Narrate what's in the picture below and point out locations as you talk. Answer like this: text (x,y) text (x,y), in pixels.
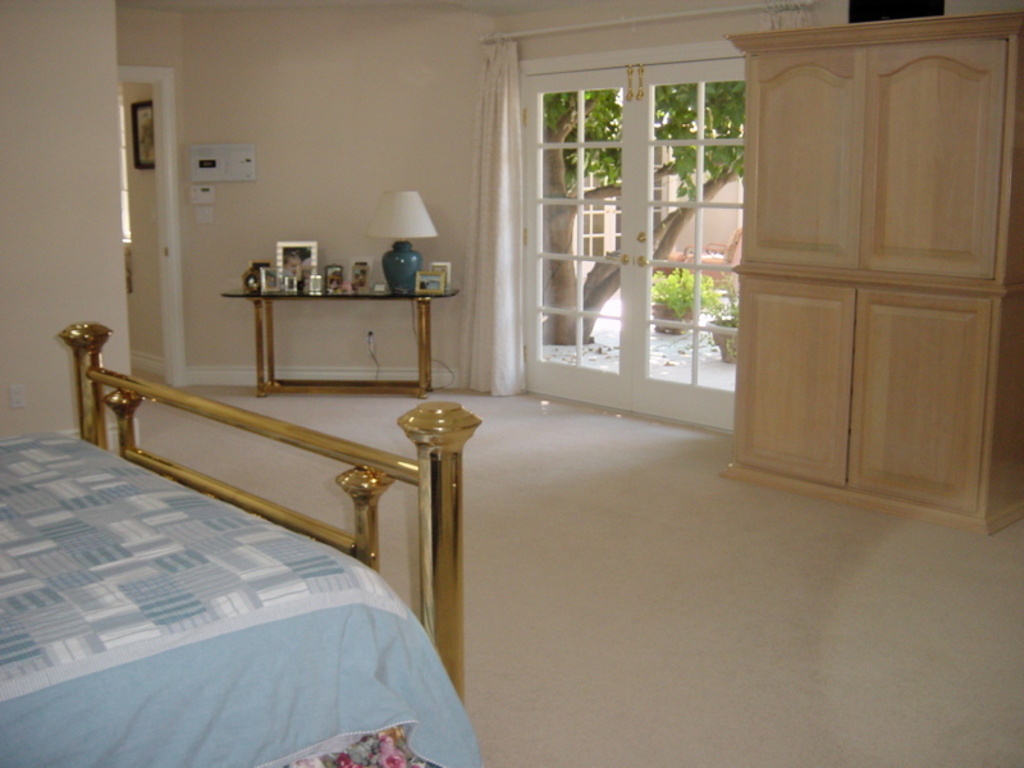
This is an inside view of a room (195,522). On the left side (31,616), I can see a bed (84,628). On the right side (911,298) there is a cupboard (842,305). In the background (270,296), I can see a table (379,296) on which glasses (315,285), lamp (408,216) and photo frames (358,270) are placed. Beside the cupboard (766,206) I can see the doors (631,173) and also a white color curtain (499,211) is hanging to a metal rod (625,23). In the outside, I can see a tree (595,282) and some plants (677,294).
